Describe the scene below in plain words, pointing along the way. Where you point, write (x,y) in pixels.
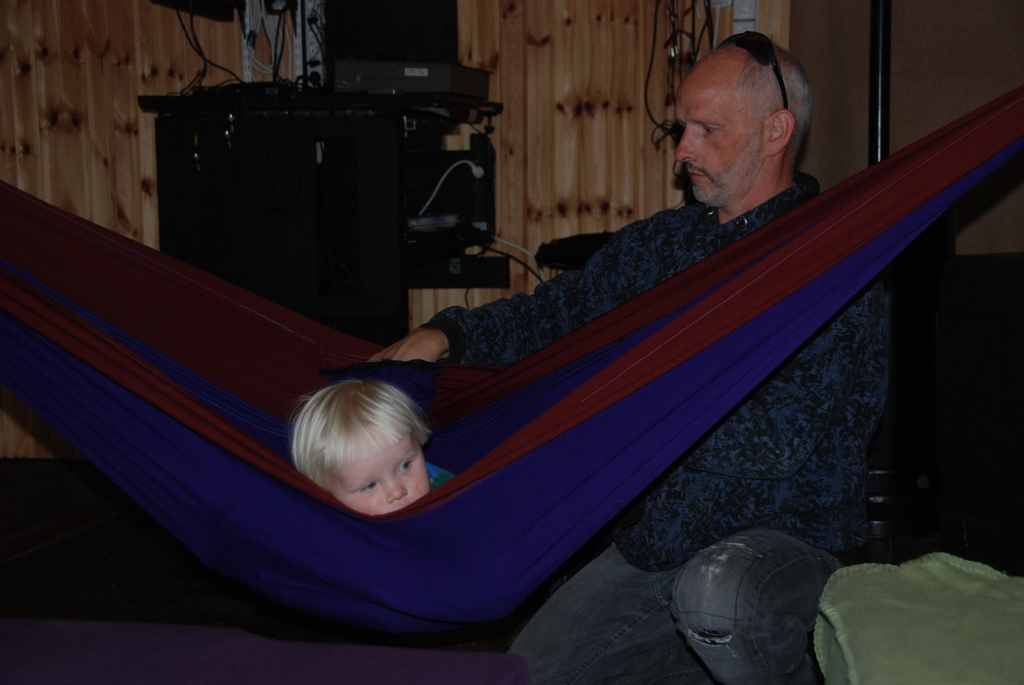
In the picture I can see a man (735,500) and a child (424,477). In the background (405,121) I can see a wooden wall (596,126) and some other objects (455,194). The man (467,322) is wearing a sweater (451,324).
